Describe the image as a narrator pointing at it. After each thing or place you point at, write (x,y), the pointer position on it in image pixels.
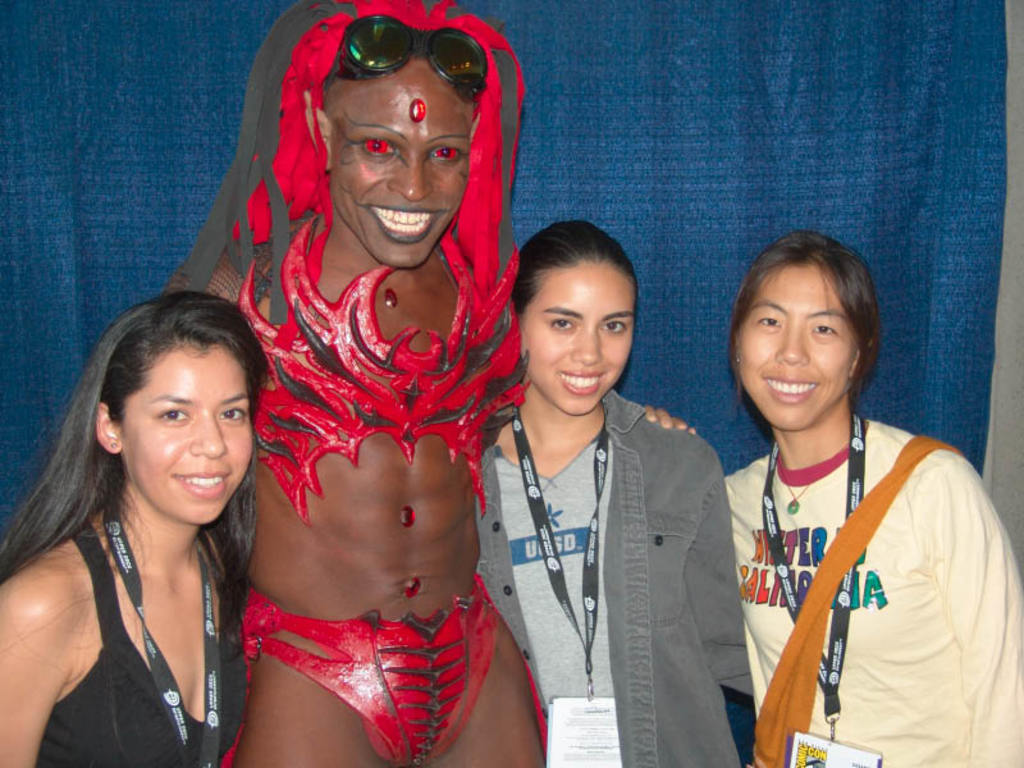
In this image, I can see a person (398,430) standing. This person (410,385) wore a fancy dress (342,355), which is red in color. I can see three women (145,624) standing and smiling. This looks like a cloth (637,121), which is blue in color.
